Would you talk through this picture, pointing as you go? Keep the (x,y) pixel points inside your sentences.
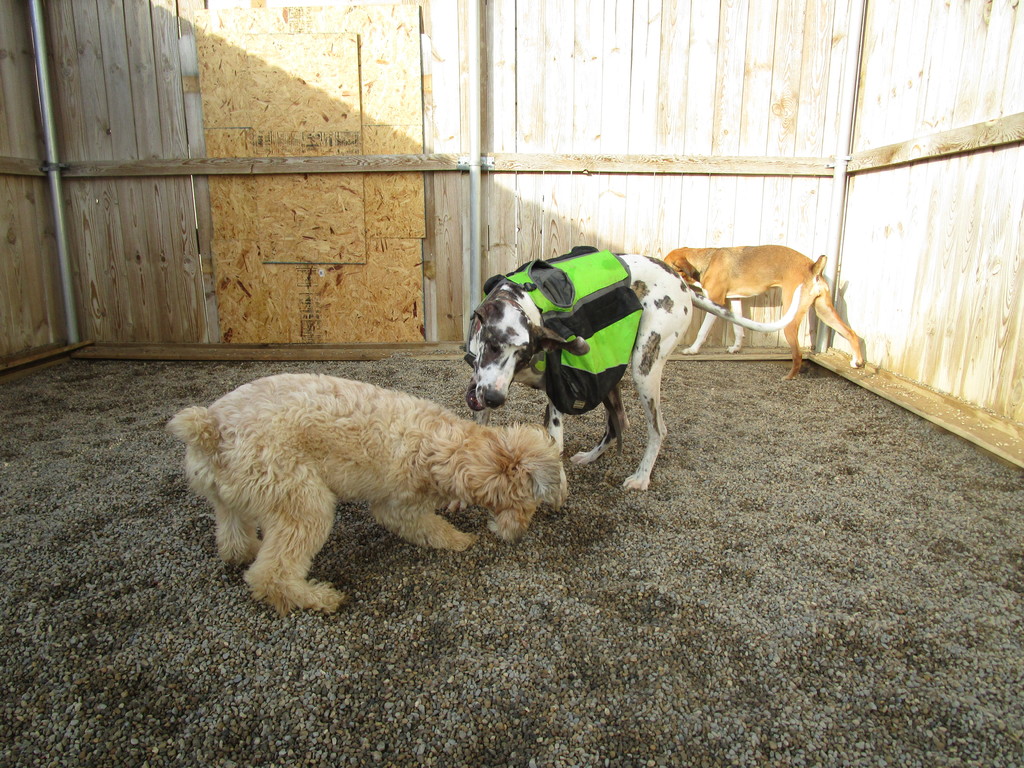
In this image we can see group of dogs (509,440) on the ground (787,409), here it is in brown color, at the background (446,173) there is wooden wall (526,152).
